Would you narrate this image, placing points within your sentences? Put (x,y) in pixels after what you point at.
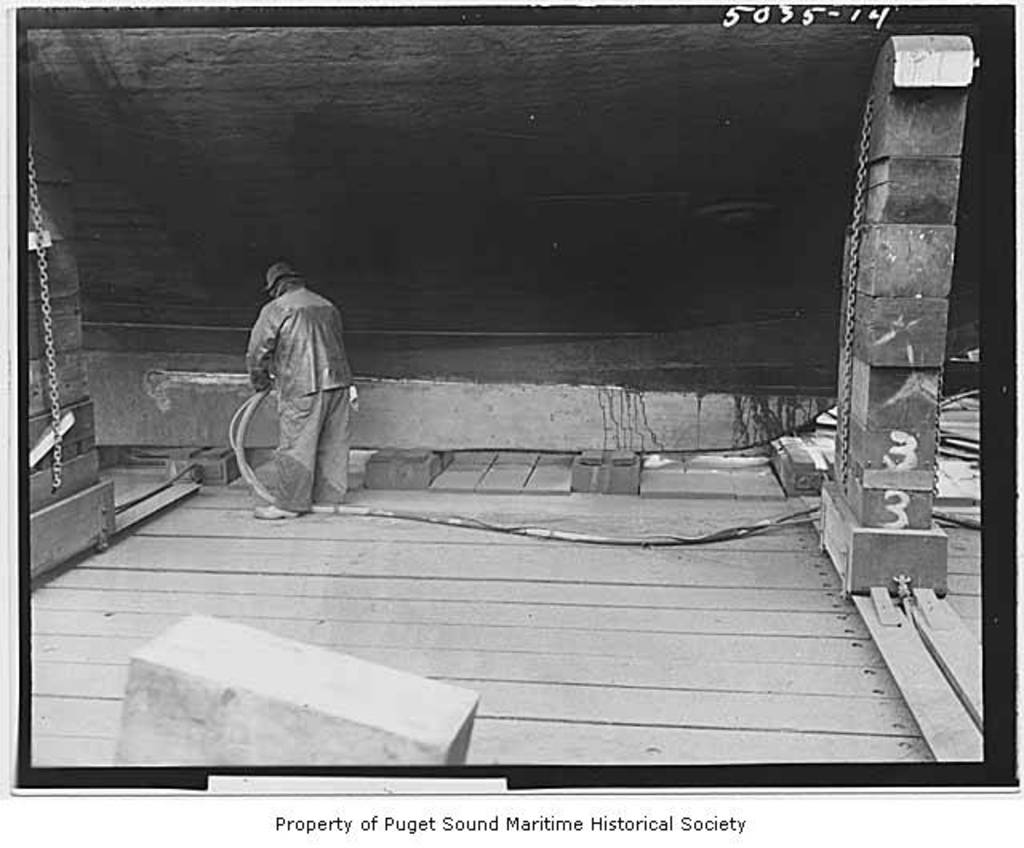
In this picture we can see a person (295,385) standing here, there is a pipe (562,534) here, we can see a chain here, in the background (137,444) there is a wall (608,236), at the bottom (449,819) we can see some text (509,830).
